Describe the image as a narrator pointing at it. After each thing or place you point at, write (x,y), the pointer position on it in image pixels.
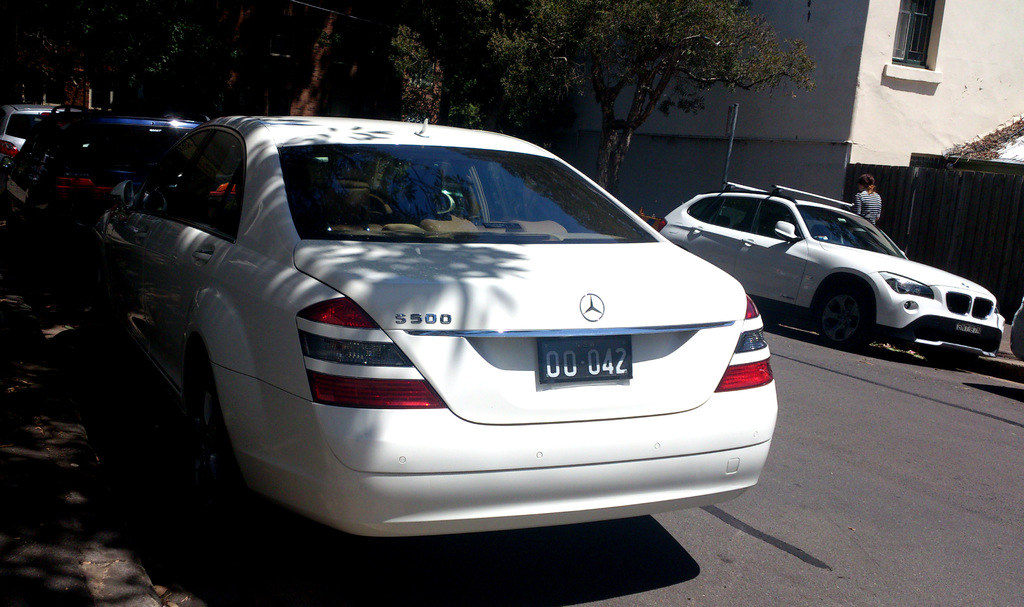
In this image, we can see vehicles (240,259) on the road (792,319) and on the right (865,195), there is a person (876,210) standing. In the background (399,80), we can see trees (689,79) and there is a building (862,118).
